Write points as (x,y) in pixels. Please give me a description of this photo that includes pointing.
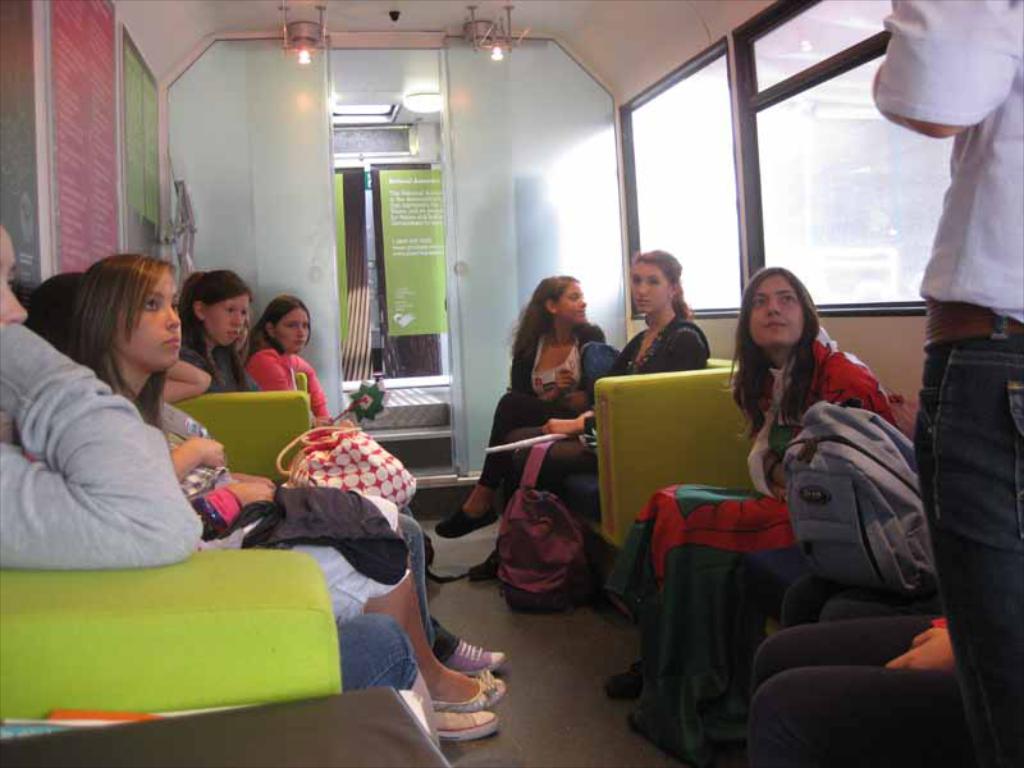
In this image I can see inside view of vehicle (53,588) where I can see people (104,303) sitting on the chairs (209,600) beside them there is a backpack (888,447) also there are some boards (89,82) on the wall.
